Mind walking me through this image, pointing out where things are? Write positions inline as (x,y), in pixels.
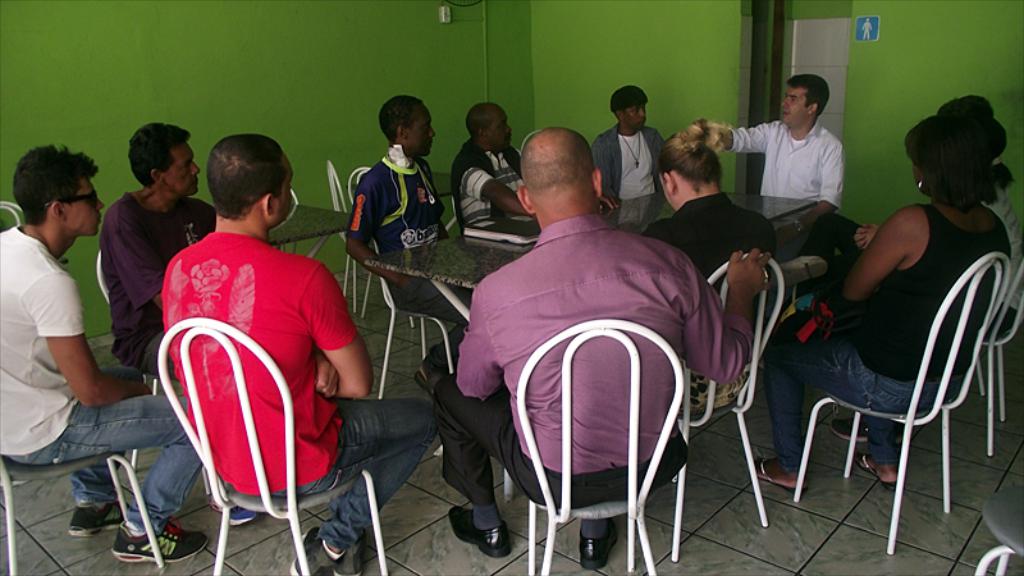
In this image, group of people (438,204) are sat on the white chair (612,514). At the bottom (786,558), there is a tile floor (789,543). Center so many tables (502,251) are placed. The top of the image (584,65), we can see green color wall (374,62).
